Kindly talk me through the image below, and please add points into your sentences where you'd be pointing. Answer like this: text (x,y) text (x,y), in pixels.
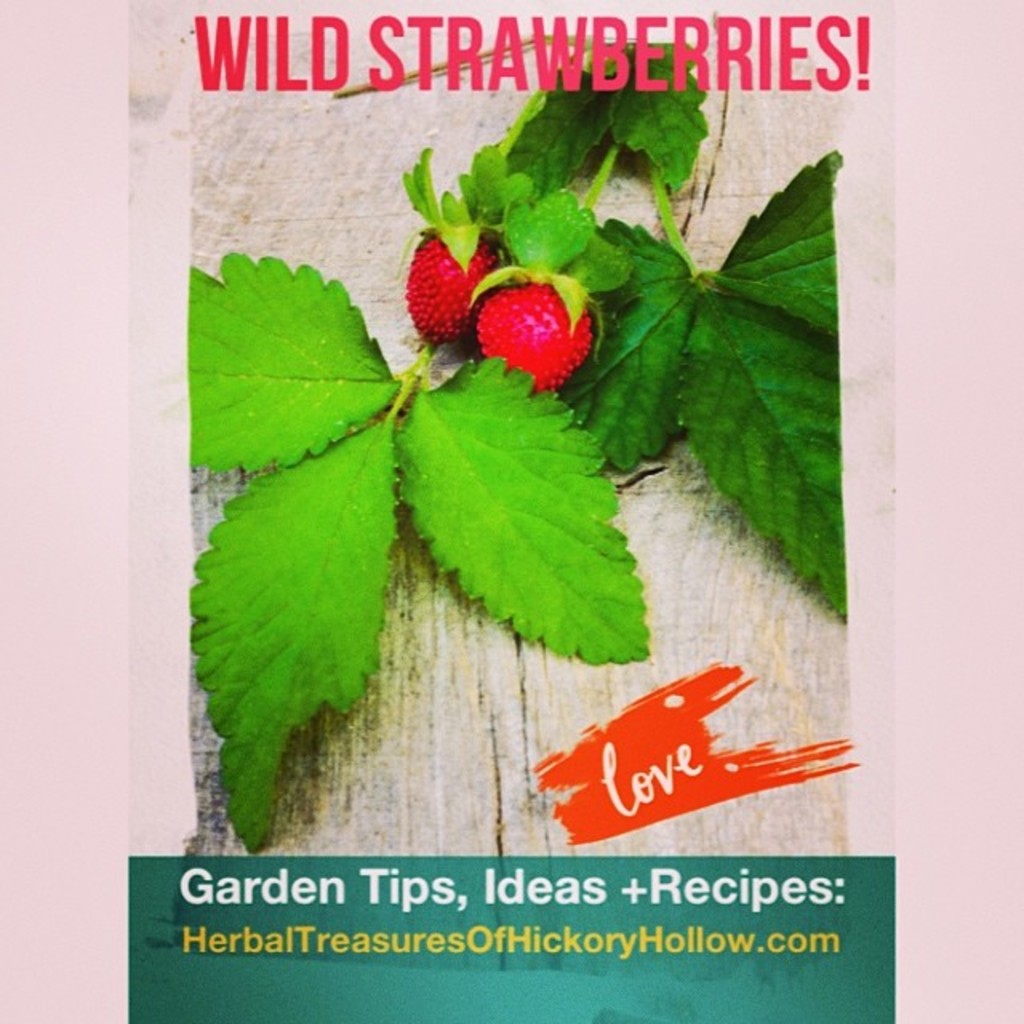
This is a poster. We can see some text (506,65) on top (661,53) and at the bottom of the picture (568,905). In this poster, we can see a few leaves (215,283) and fruits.
